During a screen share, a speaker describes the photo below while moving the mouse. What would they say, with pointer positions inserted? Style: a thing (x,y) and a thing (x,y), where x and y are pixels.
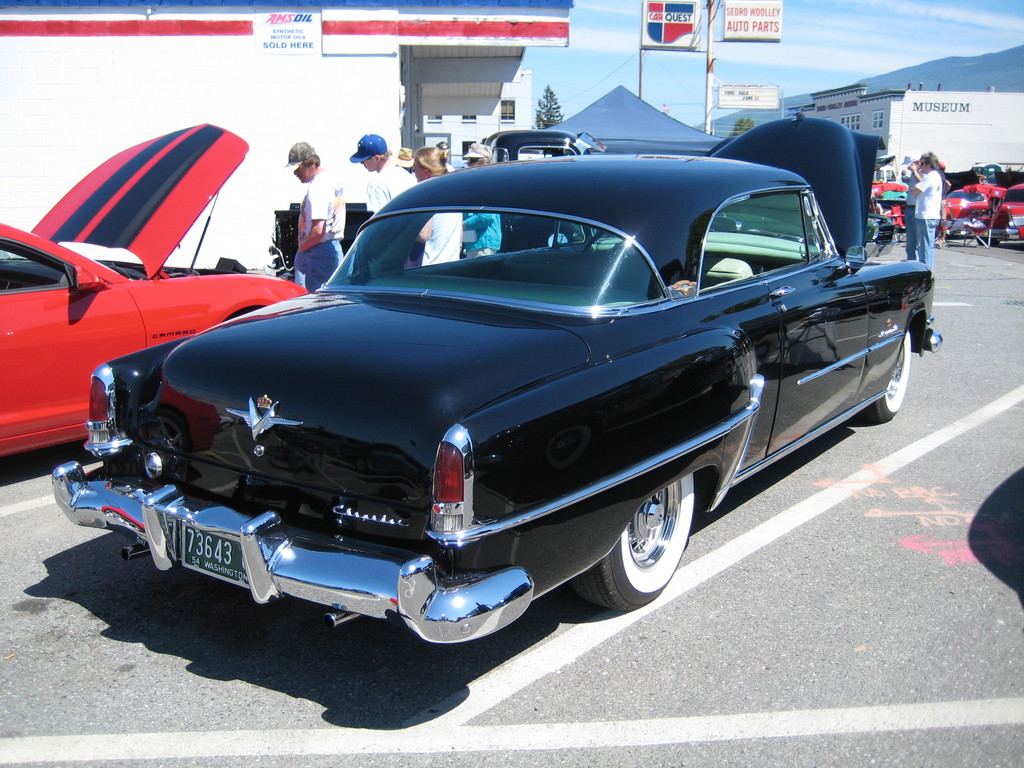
There are few cars (637,295), which are parked. I can see few people (912,205) standing. This looks like a canopy tent (637,124). I can see the boards (669,26) attached to the pole (711,33). These are the buildings (450,60) with windows (507,117). This is the tree (555,116). In the background (966,78), that looks like a hill (981,68). I can see the name board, which is attached to the building wall (920,133).
